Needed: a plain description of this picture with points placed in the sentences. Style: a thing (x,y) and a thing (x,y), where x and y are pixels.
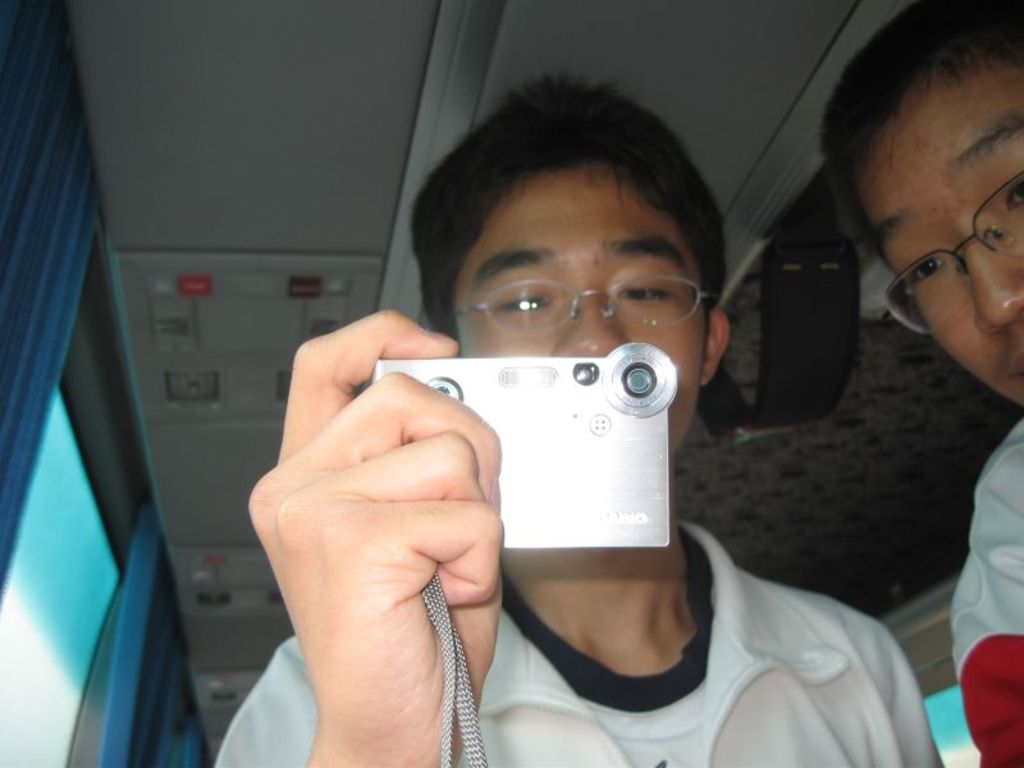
In this image I can see two men (632,266) and I can see both of them are wearing specs (647,285). Here I can see he is holding a camera (571,441). In background (12,420) I can see blue colour curtains (24,411) and I can see this image is little bit blurry from background (41,145). Here I can see both of them are wearing white dress (791,661).
